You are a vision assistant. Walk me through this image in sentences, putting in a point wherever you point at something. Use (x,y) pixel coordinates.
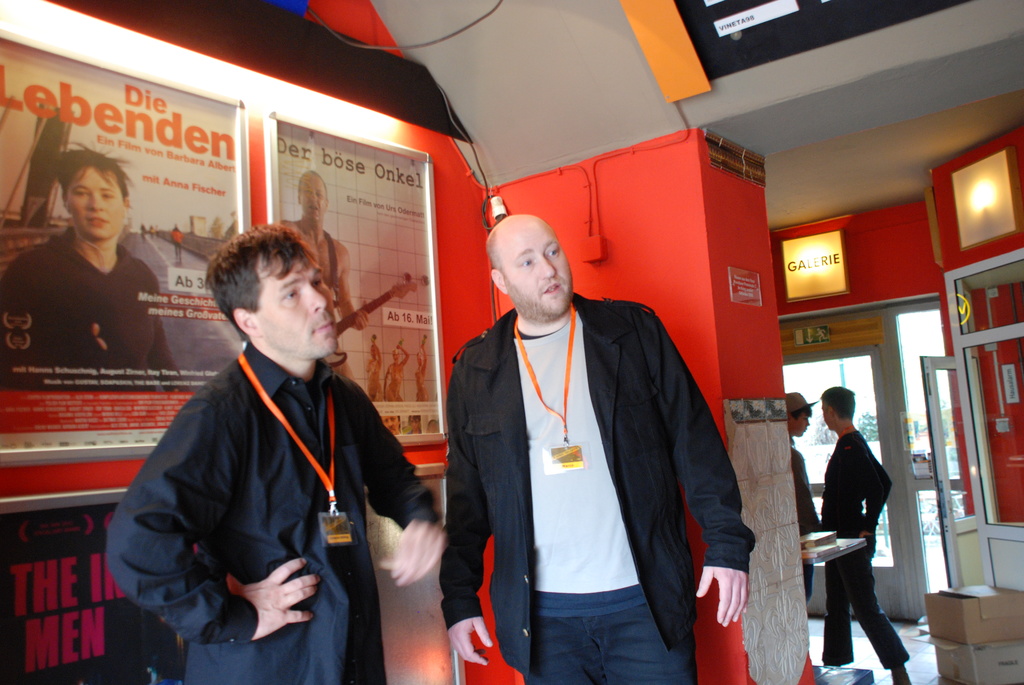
In this picture I can see two people (483,417) wearing identity cards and standing. I can see posters (136,219). I can see glass door (883,419) and glass window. I can see stock boxes (950,614) on the right side (968,611).
